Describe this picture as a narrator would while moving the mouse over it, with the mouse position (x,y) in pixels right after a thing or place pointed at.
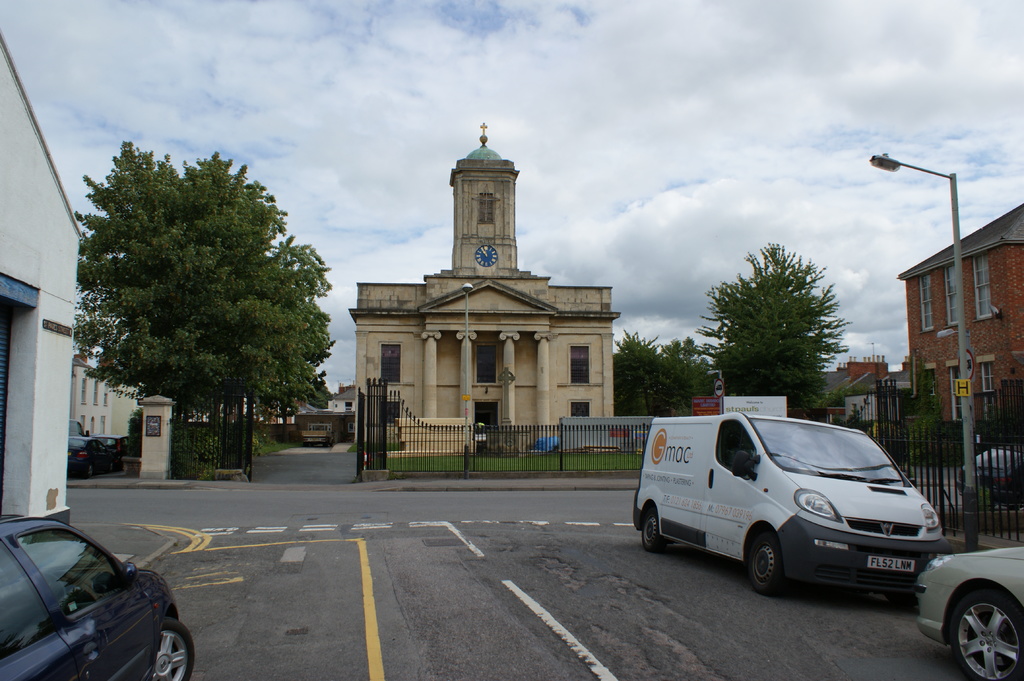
In this picture I can see vehicles (701,534) and white lines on the road (304,557). In the background (219,339) I can see trees (306,342), fence (361,430), a gate (226,437) and buildings (349,440). On the right side (932,217) I can see a street light (958,309) and the sky (640,199) in the background (624,202).
